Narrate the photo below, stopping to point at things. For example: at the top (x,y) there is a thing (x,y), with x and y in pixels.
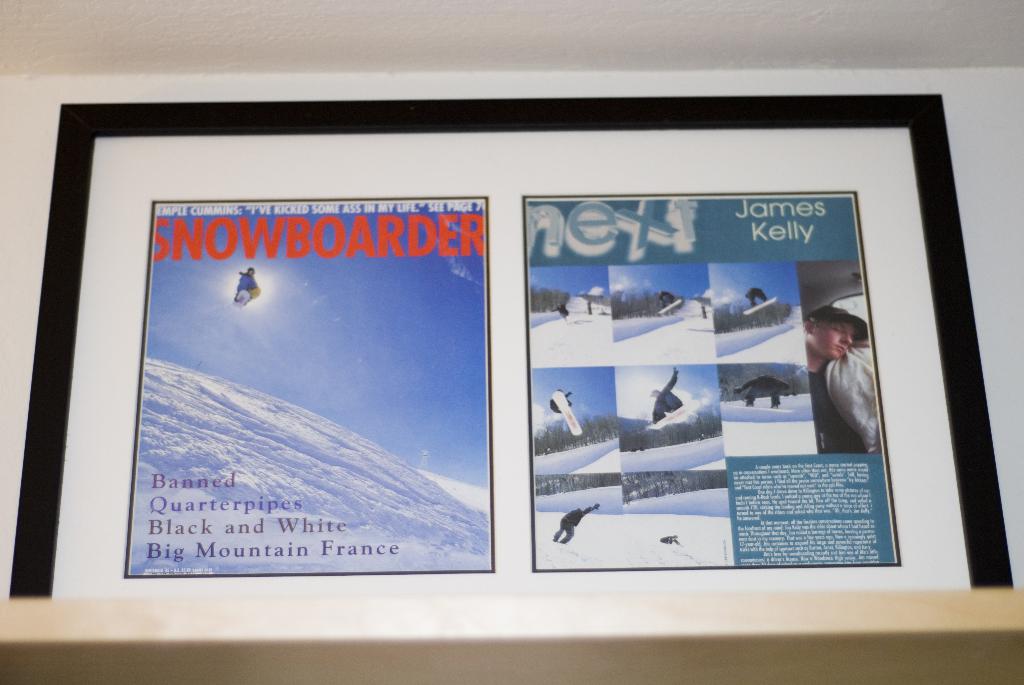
At the bottom of this image (283,659) there is a table (52,656). In the middle (657,229) there is a frame (497,414) attached to the wall (25,133). On the frame (573,369) I can see the text (353,243) and few images (706,348) of persons (567,537).
